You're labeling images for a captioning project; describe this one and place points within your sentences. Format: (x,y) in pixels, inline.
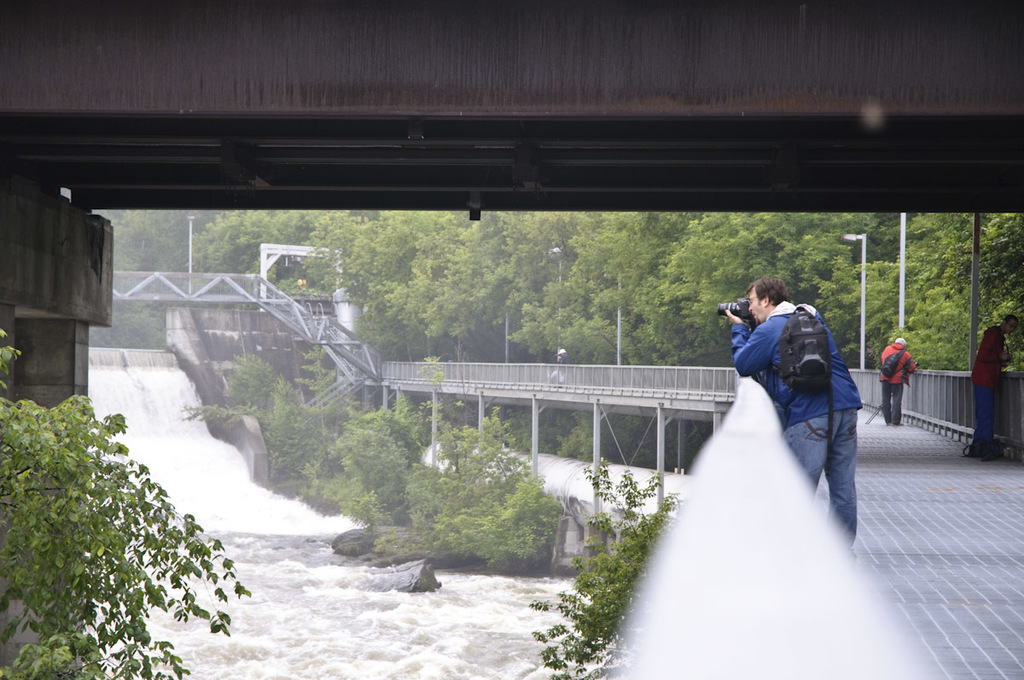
There are people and this man (795,390) holding a camera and carrying bag (791,339). We can see fences (1020,424), water (366,651), trees (362,502), rocks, bridge (362,368) and poles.
